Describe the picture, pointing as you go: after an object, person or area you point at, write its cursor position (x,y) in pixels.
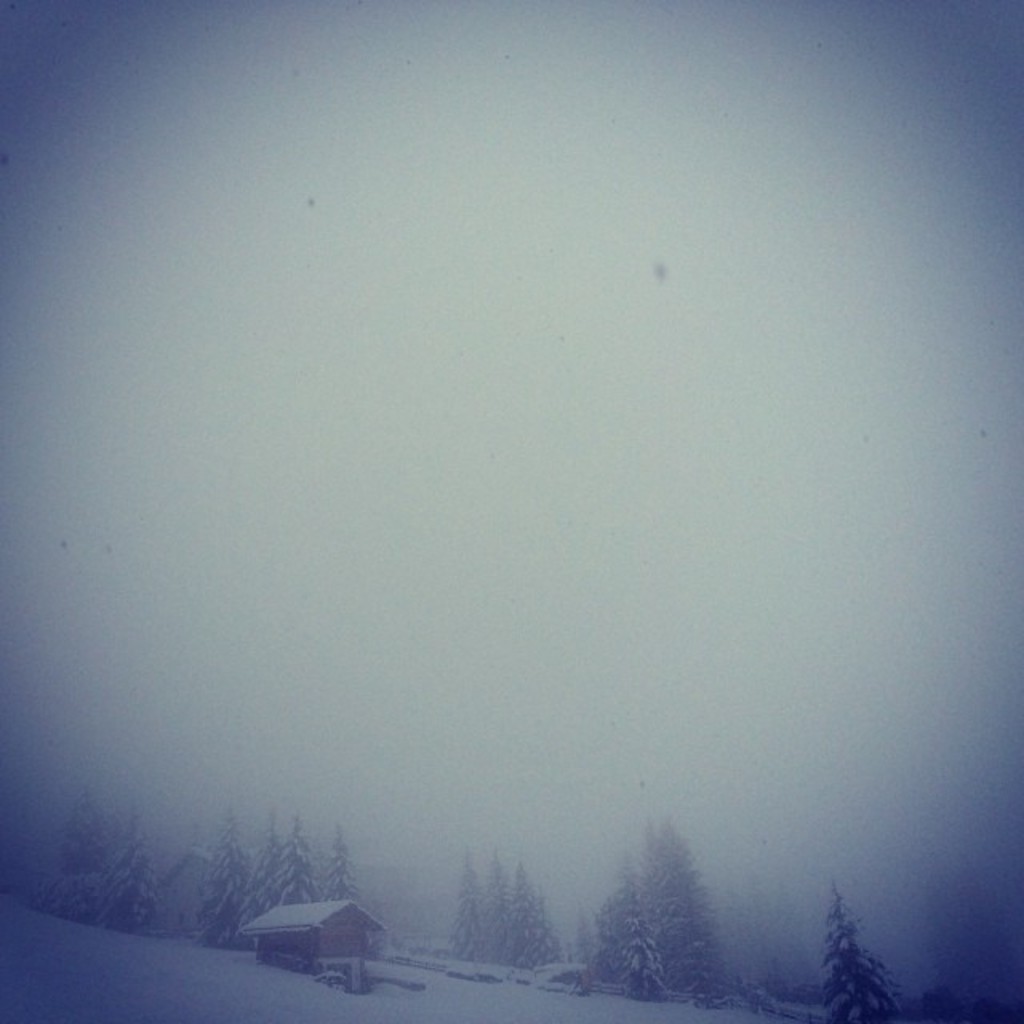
In this image there is a house (253,934), trees (721,967) and land (205,1005) that are covered with snow (243,970).
